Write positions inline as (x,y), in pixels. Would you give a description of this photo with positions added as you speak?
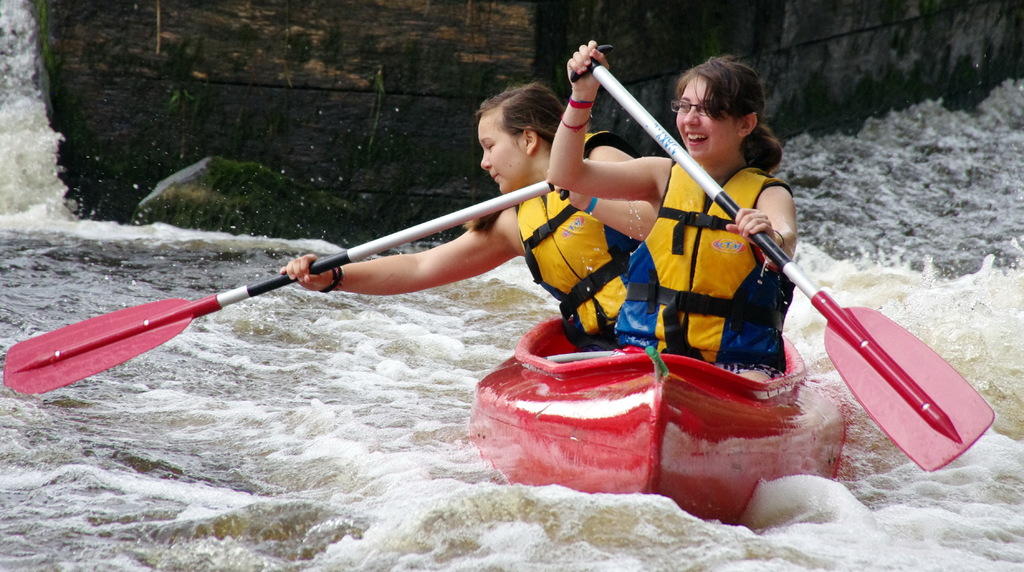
In this image, we can see two girls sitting in a boat (756,407), we can see water (330,355) and there is a wall (611,60).
